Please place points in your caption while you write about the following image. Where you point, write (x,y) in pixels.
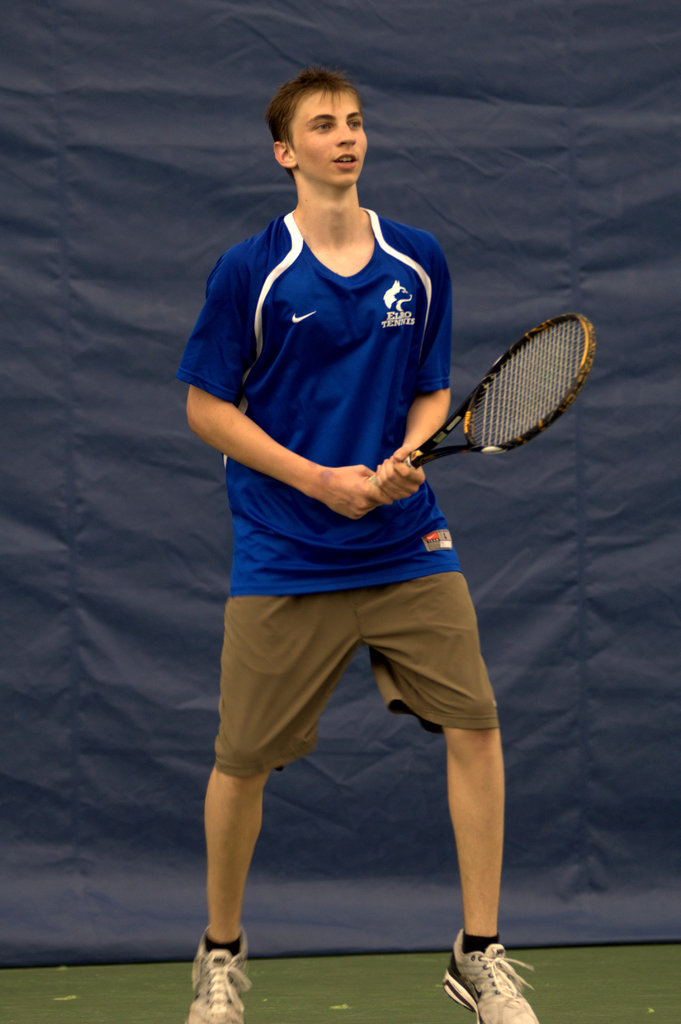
A man (225,344) is standing holding tennis racket (481,428) in his hand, behind him there is a banner (92,56).
